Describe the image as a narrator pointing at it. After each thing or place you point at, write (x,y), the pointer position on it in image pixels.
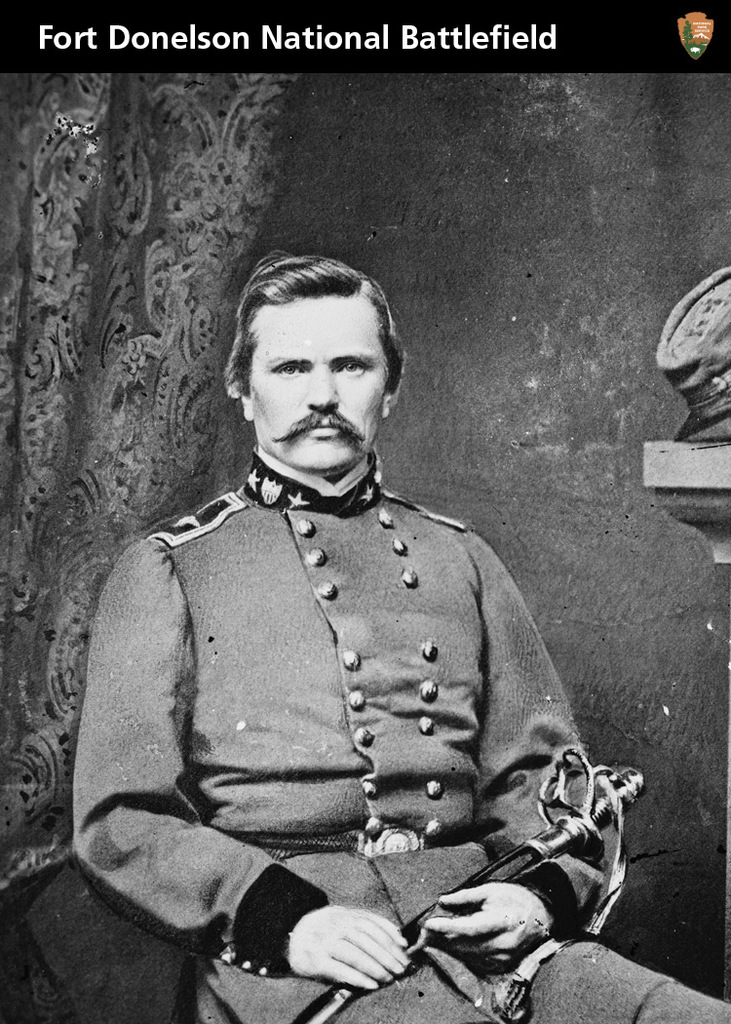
This is an black and white poster of a man (184,699). He wore a uniform (371,588). This man (401,654) holds a sword (493,881). This poster is titled as "Fort Donelson National Battlefield".
